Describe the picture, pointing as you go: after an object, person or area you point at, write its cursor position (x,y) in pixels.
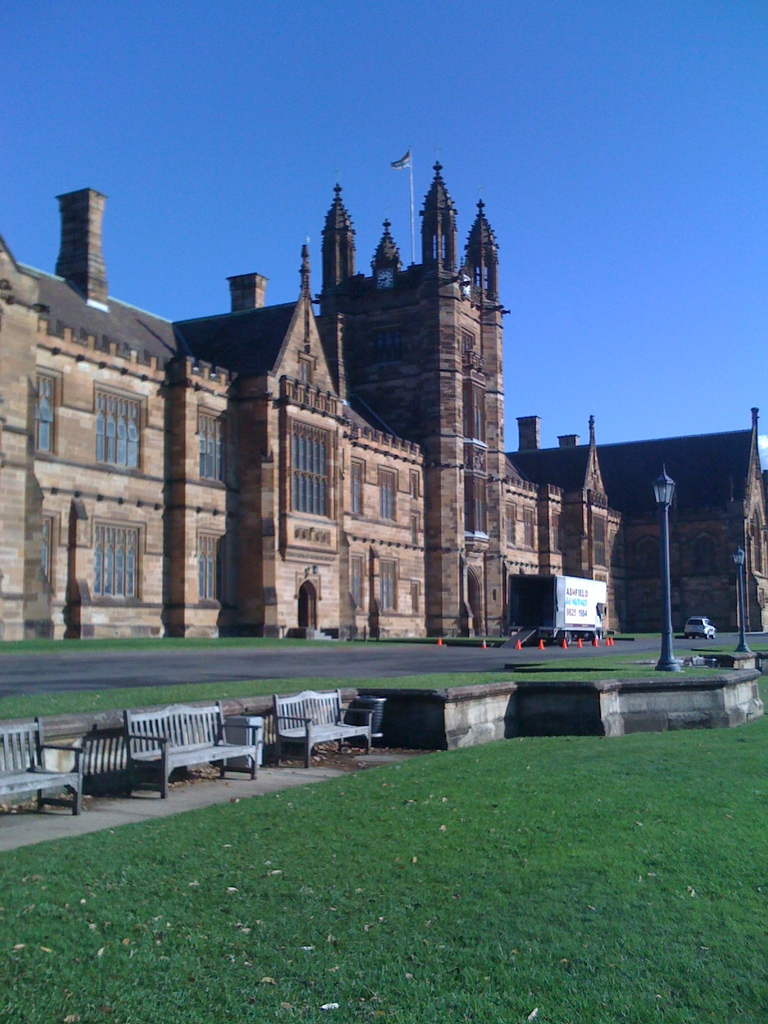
In the center of the image (356,433) there are buildings (461,527). At the bottom (168,760) there are benches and grass (626,826). On the right (744,614) there are poles (669,607). In the background (620,150) there is sky (298,126).
